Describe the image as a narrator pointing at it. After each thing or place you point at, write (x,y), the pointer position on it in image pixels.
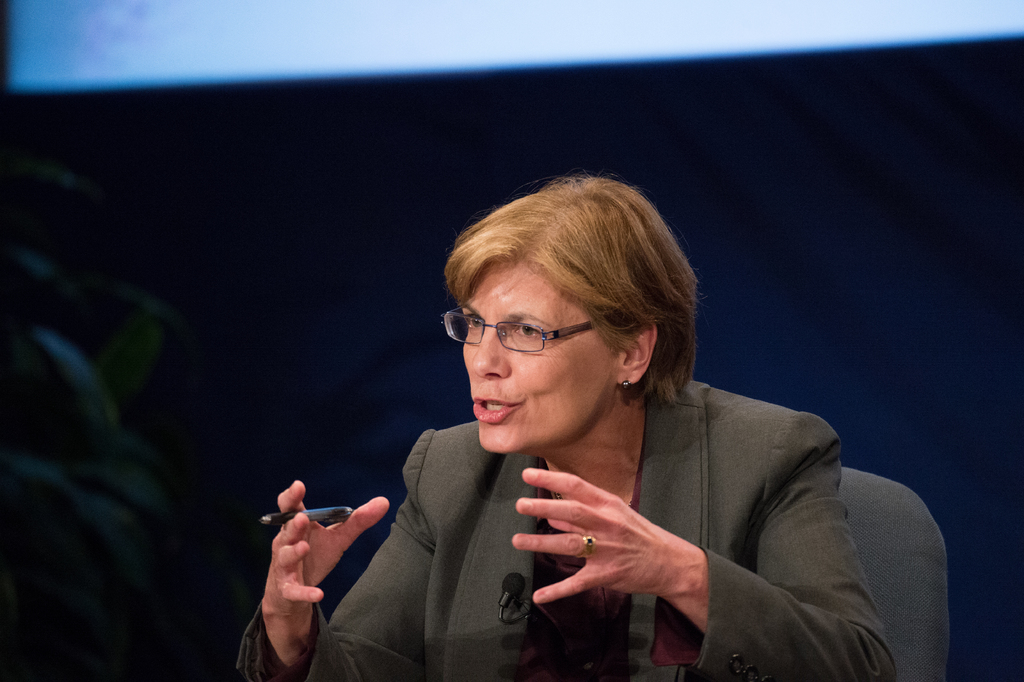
In this image I can see a woman (613,311) with a pen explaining something and I can see a mike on her jacket (679,508).
